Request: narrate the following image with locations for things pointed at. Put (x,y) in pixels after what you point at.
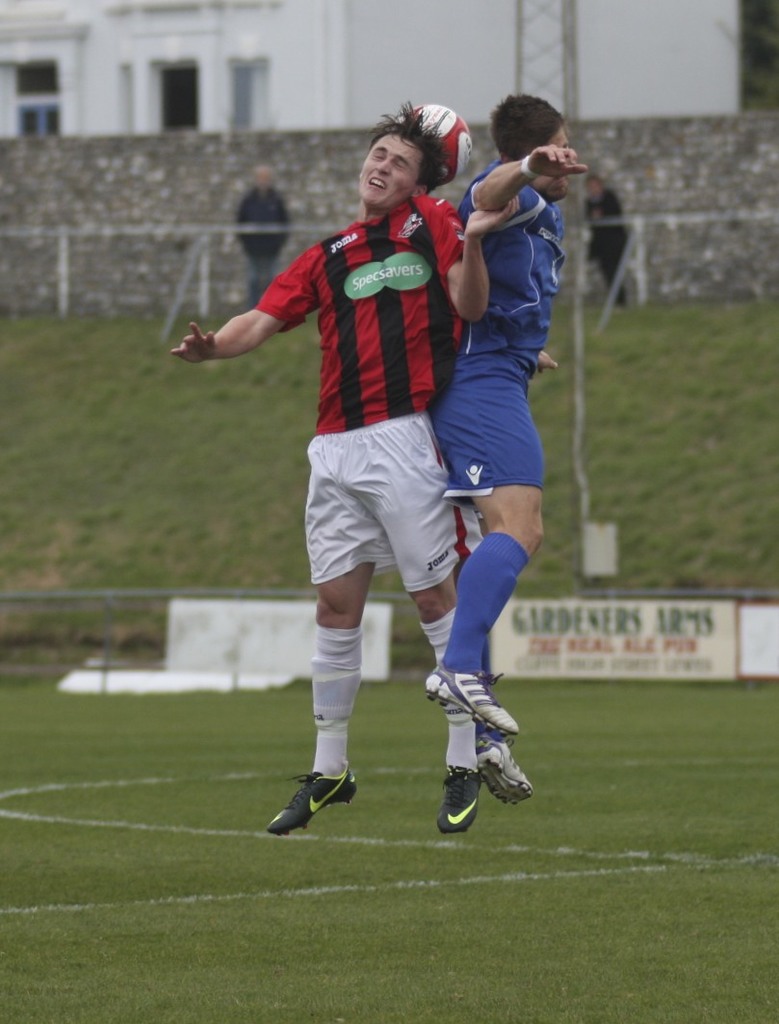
In this image I see 2 men (448,257) in the air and there is a ball (434,122) over here. I can also see grass (361,698), In the background (681,163) I see 2 persons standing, wall (618,156) and the building (221,34).
